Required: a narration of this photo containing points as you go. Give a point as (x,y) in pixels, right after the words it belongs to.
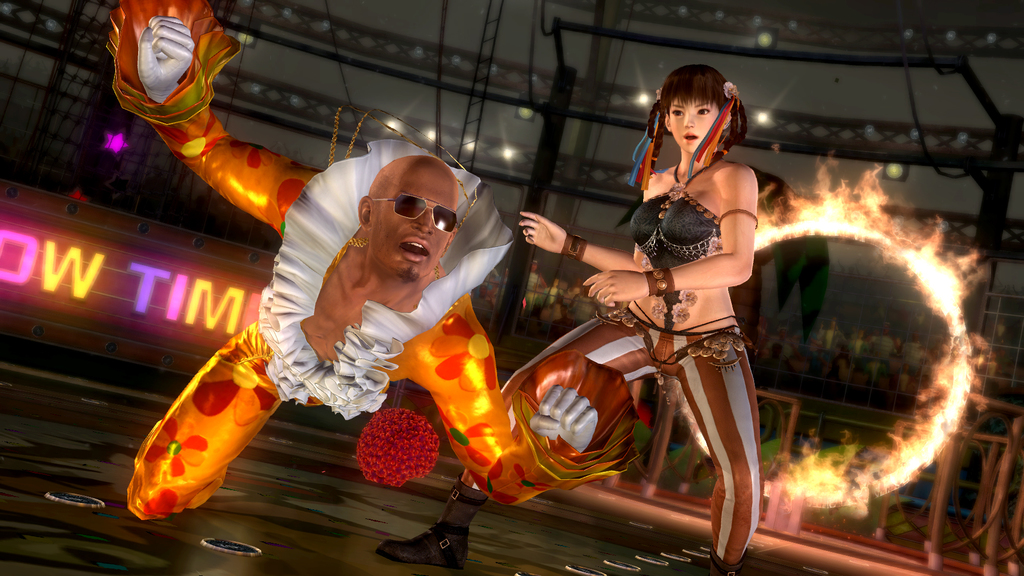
In this image I can see a two animated people (444,216). They are wearing different color dress (219,121). Back Side I can see building (449,44) and poles (566,66). We can see fire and a colorful board (174,303).
